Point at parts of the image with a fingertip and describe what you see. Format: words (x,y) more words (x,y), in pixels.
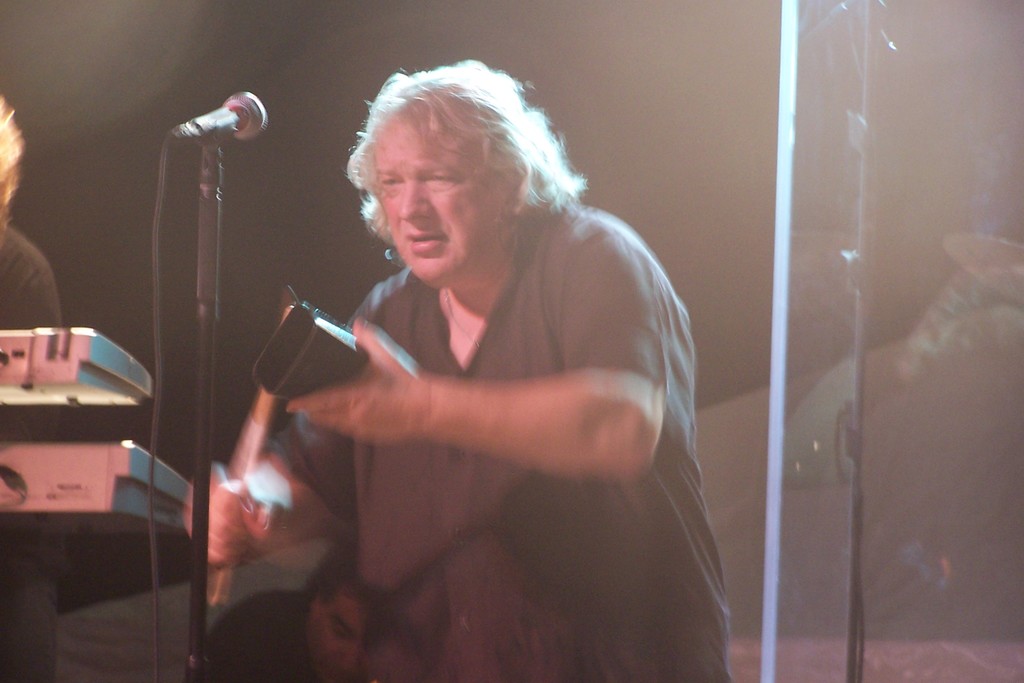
In this image, we can see a person (566,454) standing, at the left side (158,362) there is a microphone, there is a dark background (180,162).
